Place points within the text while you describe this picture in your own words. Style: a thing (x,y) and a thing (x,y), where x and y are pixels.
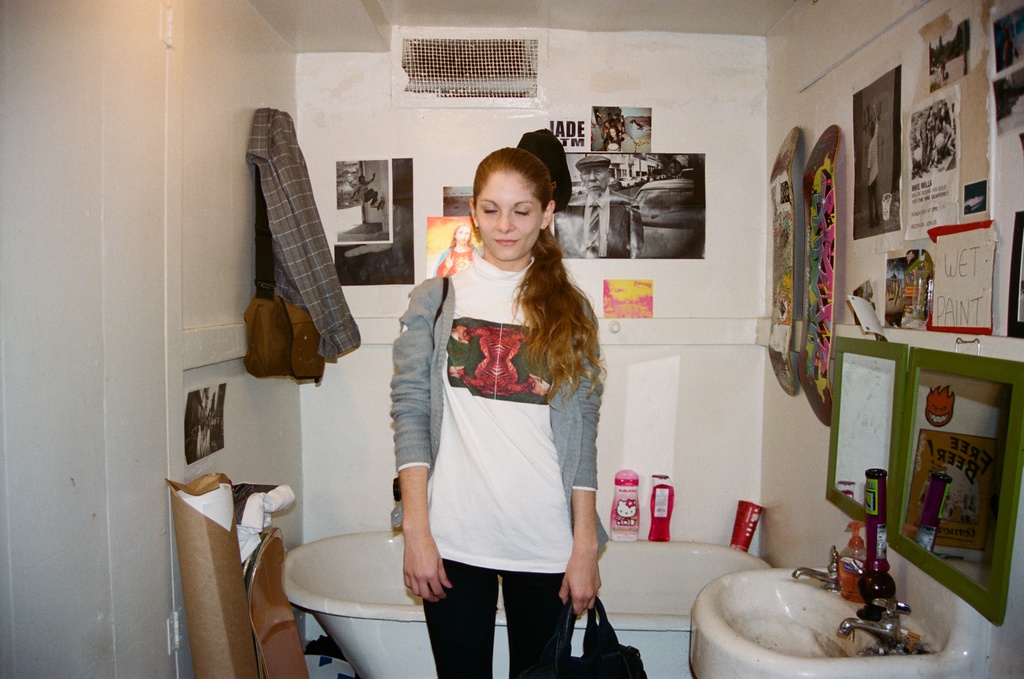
In this image, we can see a woman (571,470) standing, there is a hand wash basin (745,626), we can see a bathtub (638,597), we can see the walls (434,153) and there are some photos (343,233) and posters (335,249) on the walls (333,254).
